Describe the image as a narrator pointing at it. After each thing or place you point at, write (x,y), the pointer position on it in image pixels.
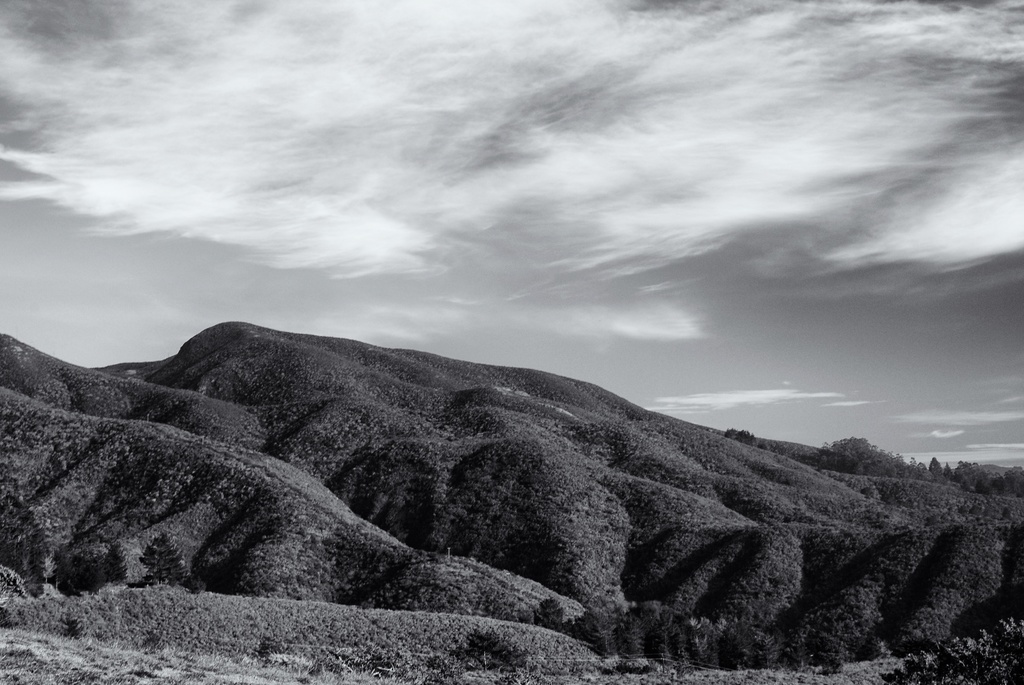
It is a black and white image, there is a surface (371,406) with a lot of grass (355,462).
